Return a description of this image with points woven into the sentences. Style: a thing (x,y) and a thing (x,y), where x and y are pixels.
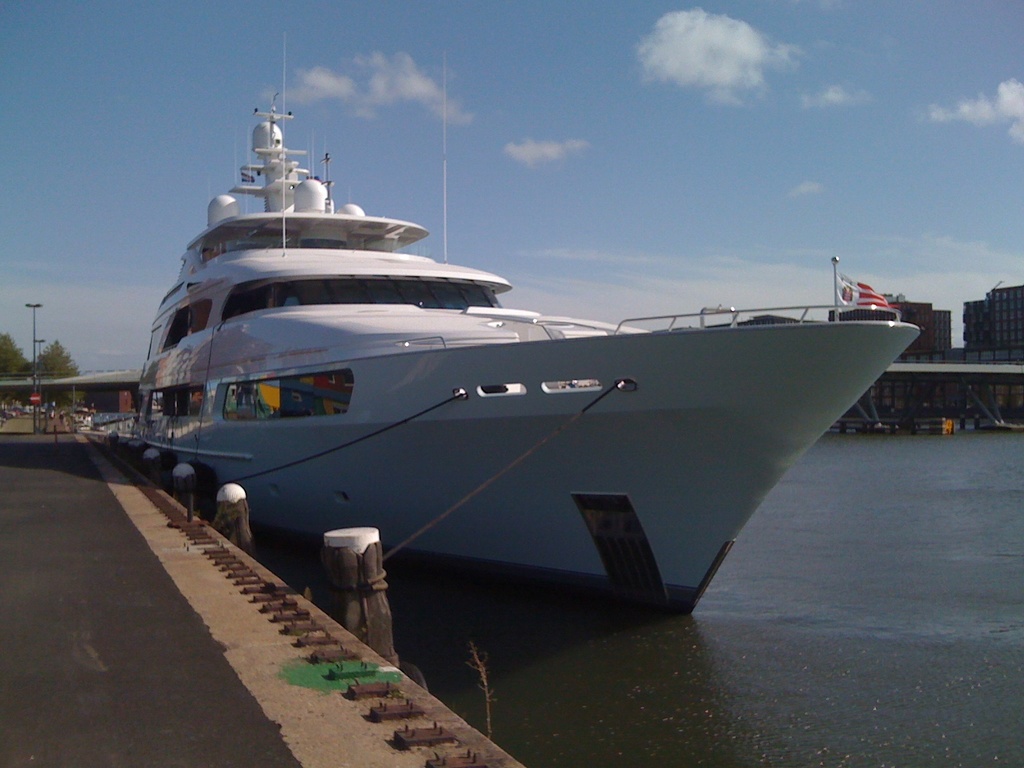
This picture is clicked outside the city. In the center (602,412) there is a white color ship (418,455) in the water body (736,642). On the left (143,537) we can see the metal objects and the ground (62,479). In the background (92,176) there is a sky (809,273), buildings (969,340), poles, trees (10,345) and some other objects (55,410).
